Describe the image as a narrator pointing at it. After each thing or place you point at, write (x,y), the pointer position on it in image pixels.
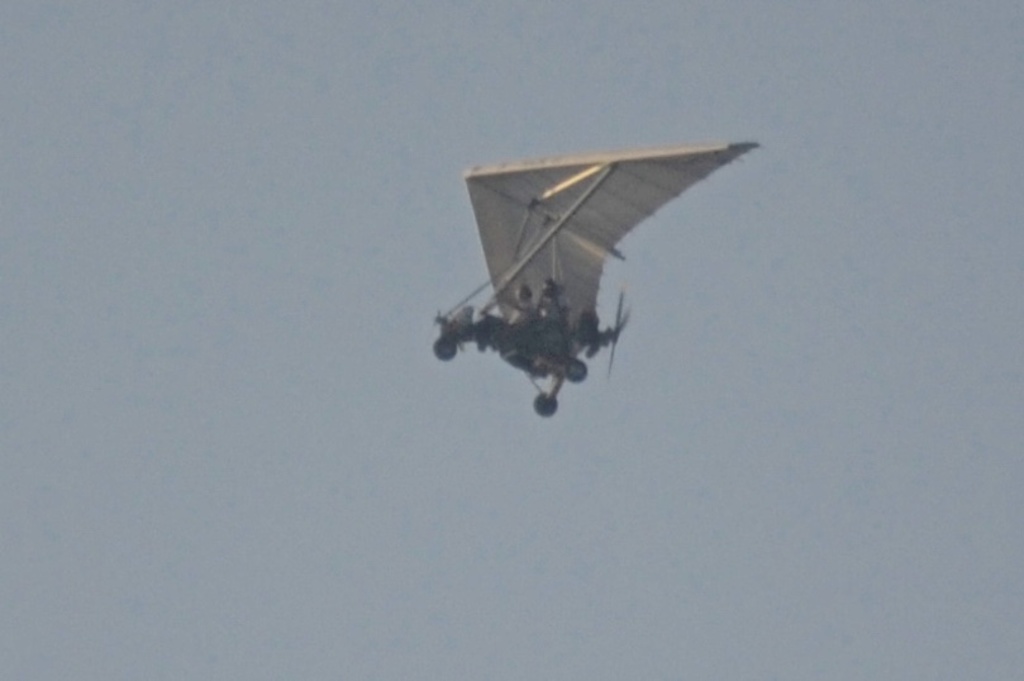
In this image we can see an aircraft (547,235). In the background (912,462) we can see the sky (596,379).
